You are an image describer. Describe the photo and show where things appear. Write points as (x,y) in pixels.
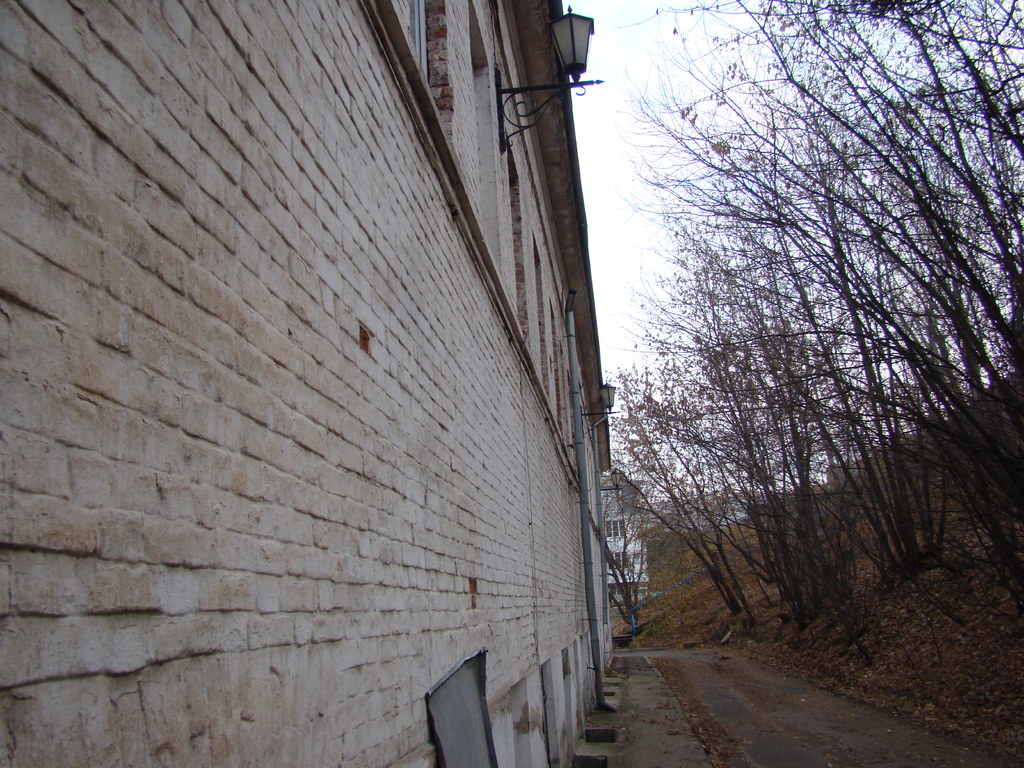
In this image on the left side (207,601) there are some buildings (415,604) and on the right side (915,484) there are some trees (890,491) and grass (731,616). At the bottom (762,714) there is a road (701,656) and at the top of the image (620,139) there is sky (608,102), and also there are some lights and pipes (582,520).
